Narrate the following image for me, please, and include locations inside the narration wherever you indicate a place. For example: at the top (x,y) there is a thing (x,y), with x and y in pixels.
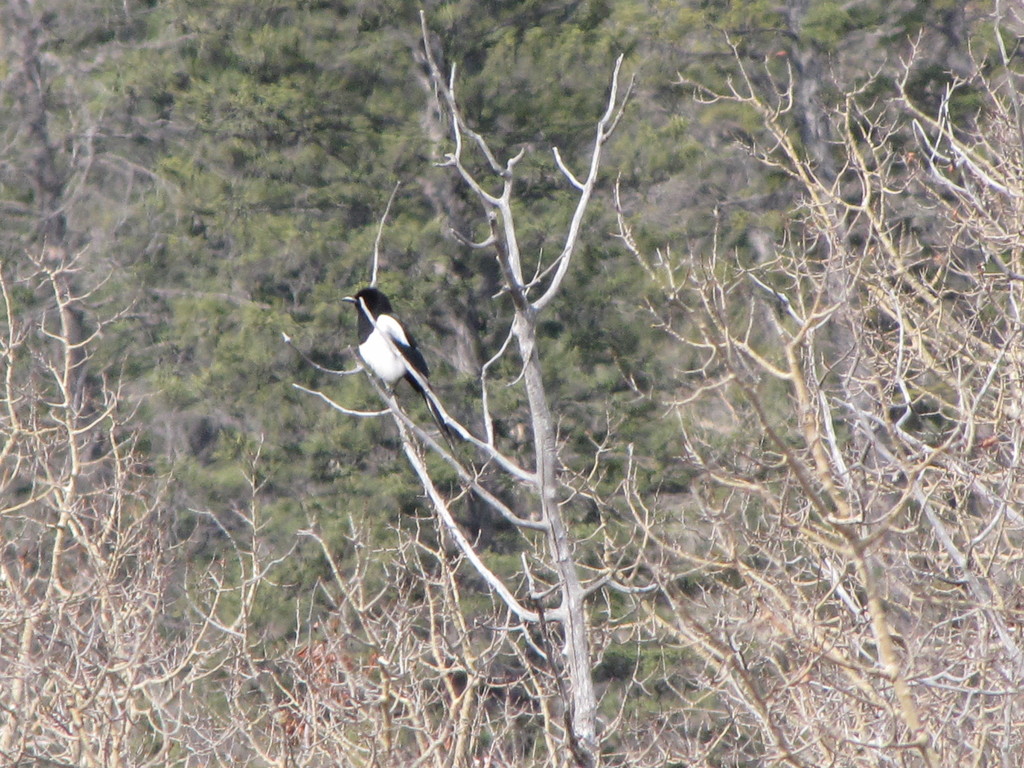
In this image I can see number of trees (572,415) and in the front (408,328) I can see a white and black colour bird (419,367) on a tree (403,420).
